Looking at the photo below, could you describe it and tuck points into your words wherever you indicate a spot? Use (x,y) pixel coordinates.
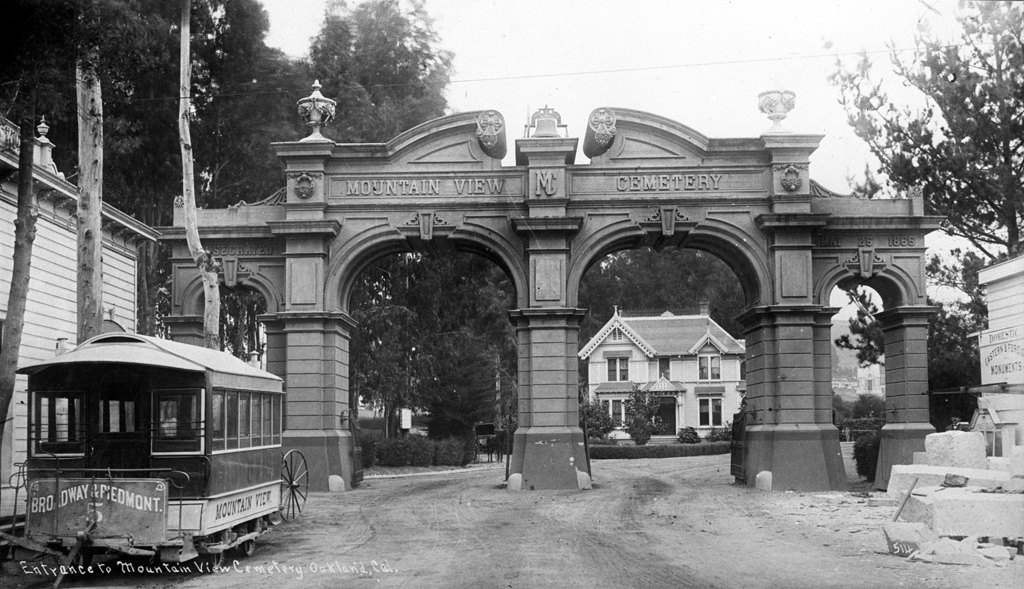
This is a black and white image. In the center of the image (556,207) there is arch (515,213). There is a building (633,338). There are trees (478,277). at the bottom of the image (623,512) there is road (522,529). To the left side of the image (110,433) there is vehicle (117,523).
